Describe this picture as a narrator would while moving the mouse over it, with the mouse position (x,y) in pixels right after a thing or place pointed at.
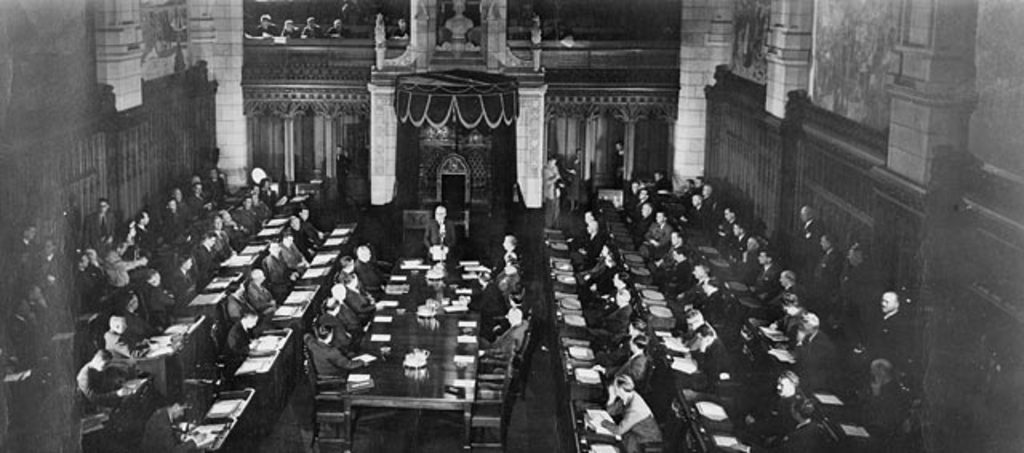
In this image we can see group of persons (806,328) sitting on the chairs (324,378) in front of a table (391,399) on the floor (308,426). One person (442,236) is standing. In the background (535,145), we can see a group of curtains (494,115), poles (695,140).
